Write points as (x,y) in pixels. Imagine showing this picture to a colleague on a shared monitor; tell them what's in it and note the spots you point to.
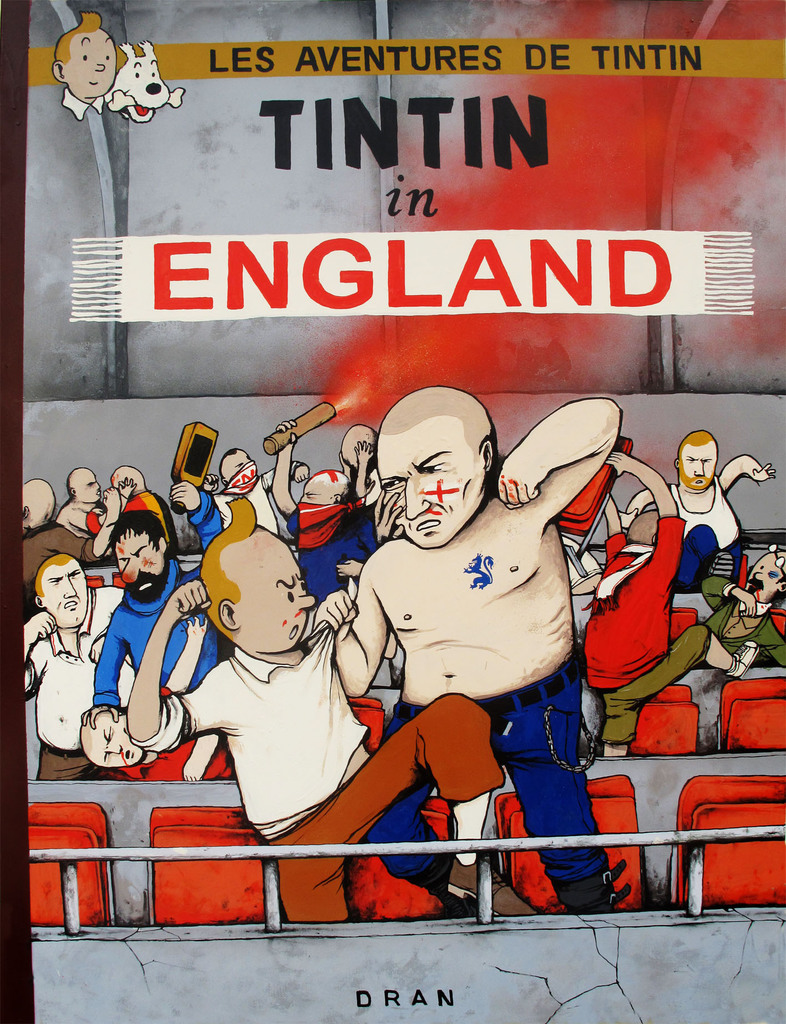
In this image, we can see a poster (406,673). In this poster (445,615), we can see a group of an animated people (371,615). Here we can see rods (491,882) and it seems like chairs (165,867). Top of the image (425,135), we can see some text (320,260), wall (282,190) and image (70,48). At the bottom of the image (369,995), we can see letters (396,1003).
